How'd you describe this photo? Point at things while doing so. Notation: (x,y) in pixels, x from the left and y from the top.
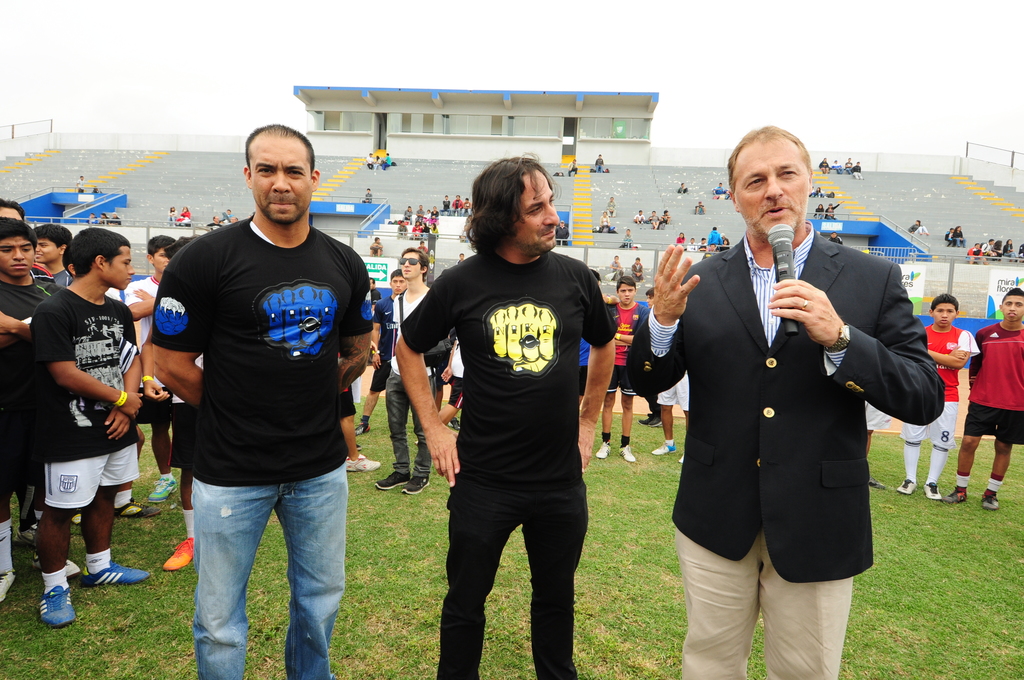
In this picture we can see a group of people (506,282), mic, bag (448,352), stairs (430,197), house (366,110), boards (915,301), ground (901,528), sky (597,38), fencing (983,275).
